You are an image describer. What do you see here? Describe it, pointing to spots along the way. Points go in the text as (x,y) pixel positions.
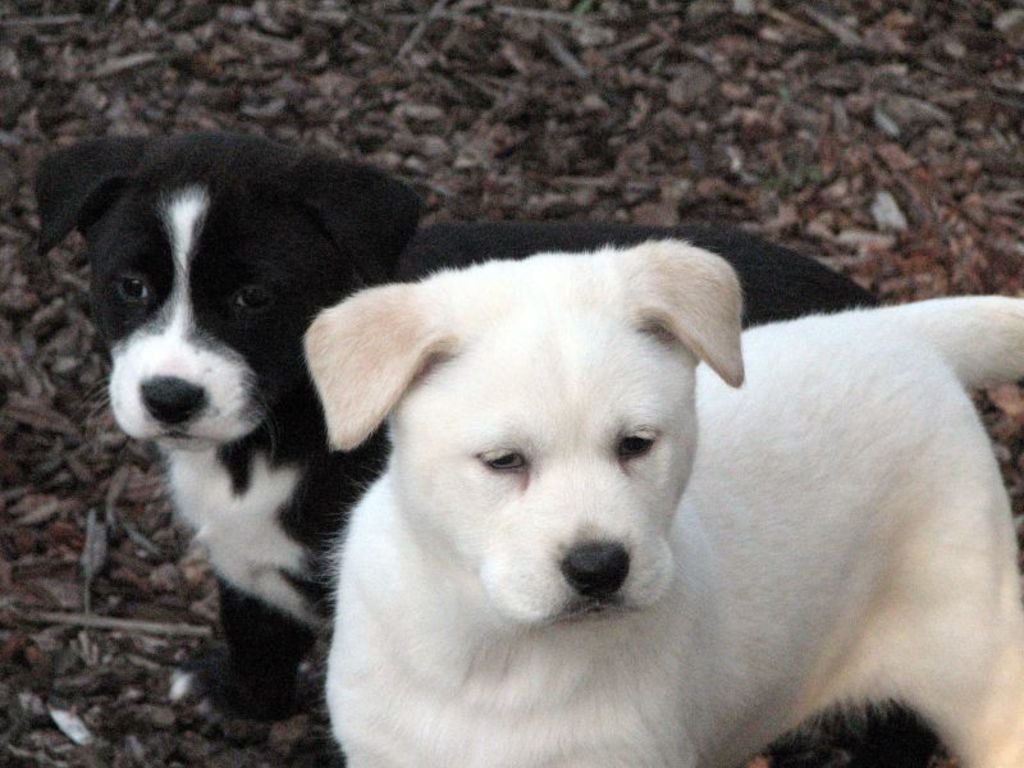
In the foreground of the picture (361,350) there are dogs (211,412) and bark (73,443). At the top (389,63) there is bark (502,61).
